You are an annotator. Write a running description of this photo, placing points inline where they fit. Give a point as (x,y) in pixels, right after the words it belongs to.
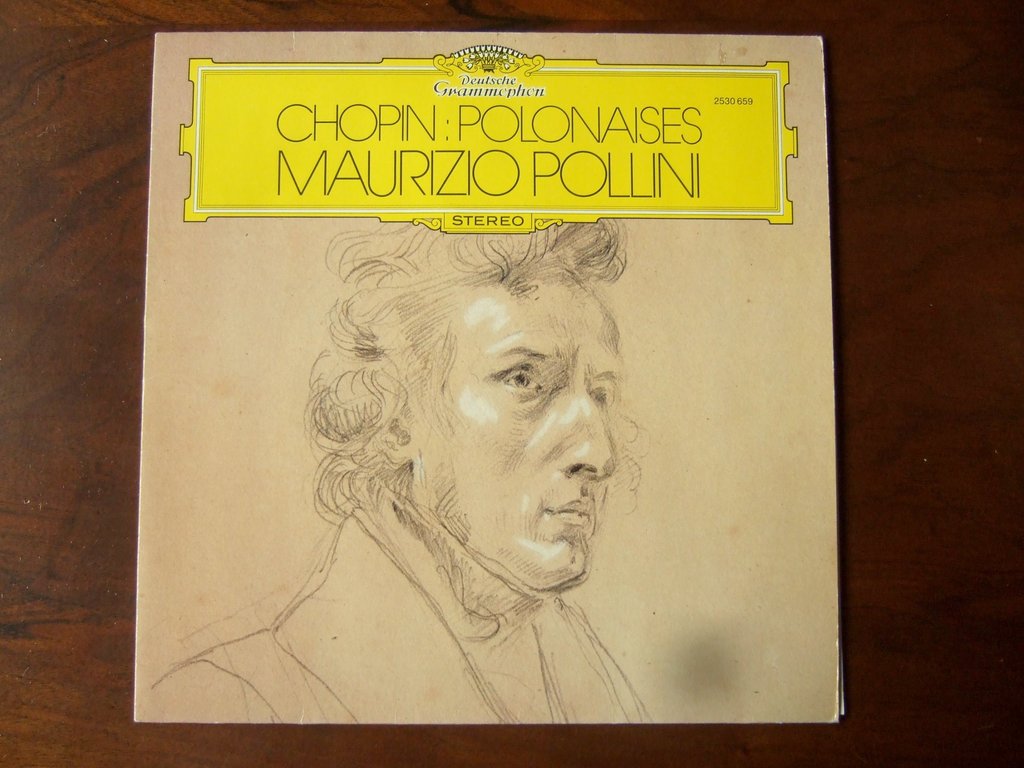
In the center of the image (396,389) we can see one album cover (352,356) on the wooden table (58,502). On the album cover (501,501), we can see a drawing (527,486) of a person (475,469) and some text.
